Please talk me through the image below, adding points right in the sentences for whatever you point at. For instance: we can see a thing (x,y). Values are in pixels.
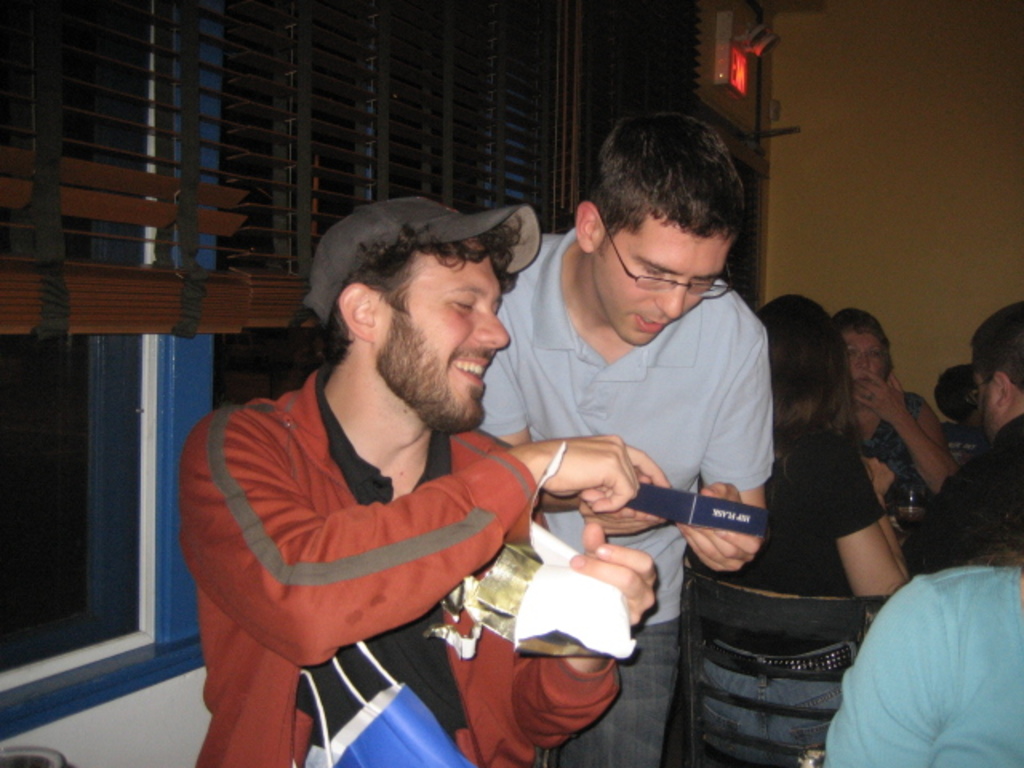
In the foreground of the image (594,199) there are two persons (580,449). Behind them there is a window (98,620). To the right side of the image (840,200) there is a wall (977,97). There are people (792,429) sitting on chairs (782,726).
